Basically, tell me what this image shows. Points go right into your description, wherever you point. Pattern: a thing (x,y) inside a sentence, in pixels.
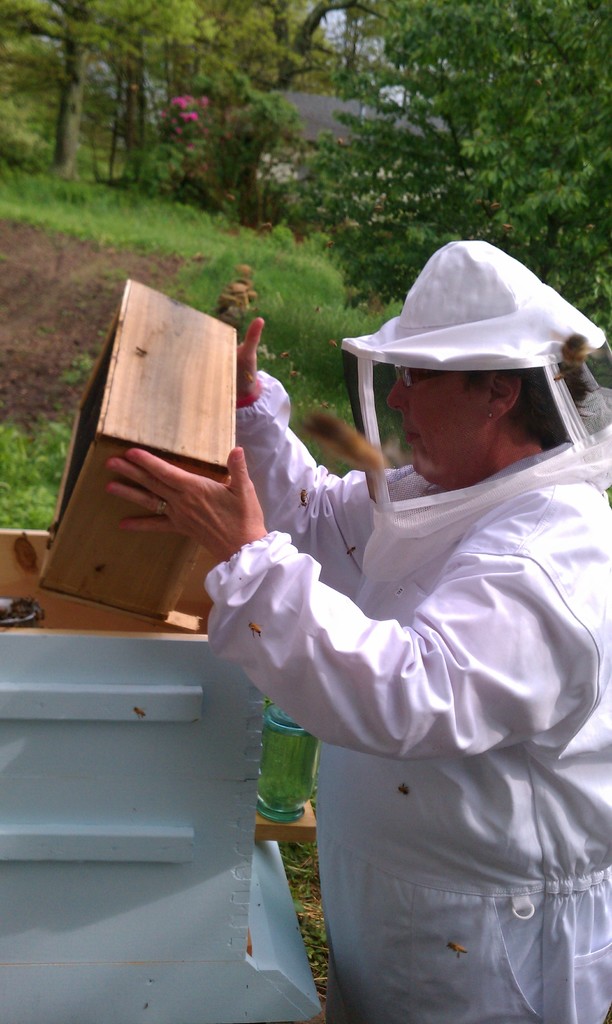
In the picture there is a woman (262,473), she is holding a box (85,583), there are bees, there are trees (105,21), there is grass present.
